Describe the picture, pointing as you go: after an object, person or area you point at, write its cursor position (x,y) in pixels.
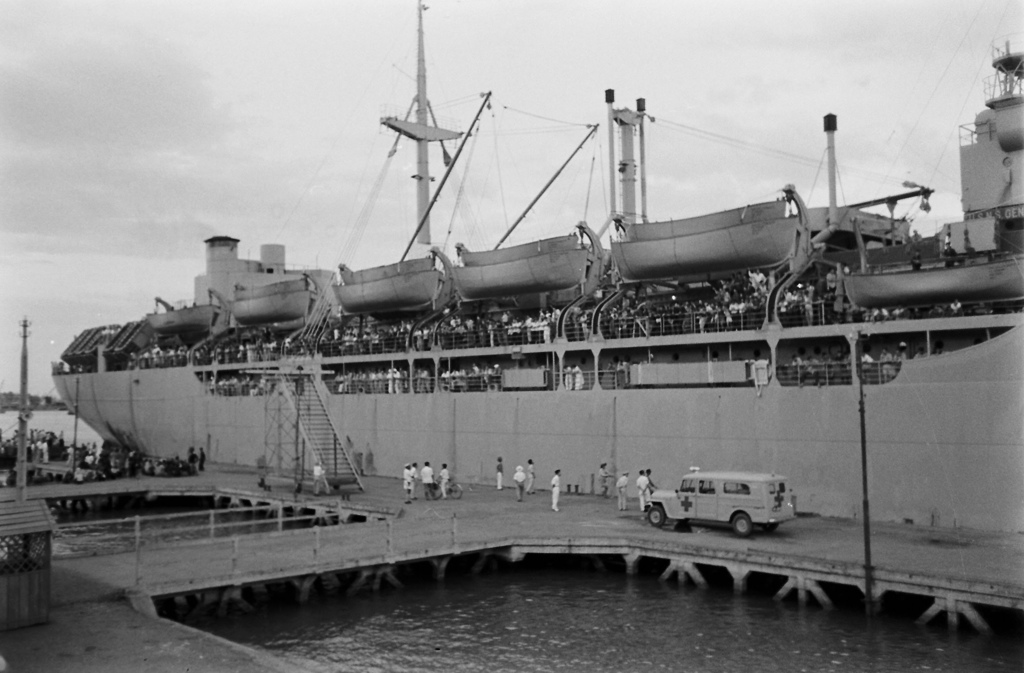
This is a black and white picture. In this picture we can see water (622,642). There is a pole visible on the right side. We can see a vehicle (668,517), some people (181,470) and fencing (453,530) on a walkway (530,528). There is an object (16,567) visible on the left side (43,546). We can see many people (244,378) on a ship (238,407). There are a few poles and other objects (291,373) visible on this ship (214,399). We can see the sky (321,32) on top of the picture (449,74).
